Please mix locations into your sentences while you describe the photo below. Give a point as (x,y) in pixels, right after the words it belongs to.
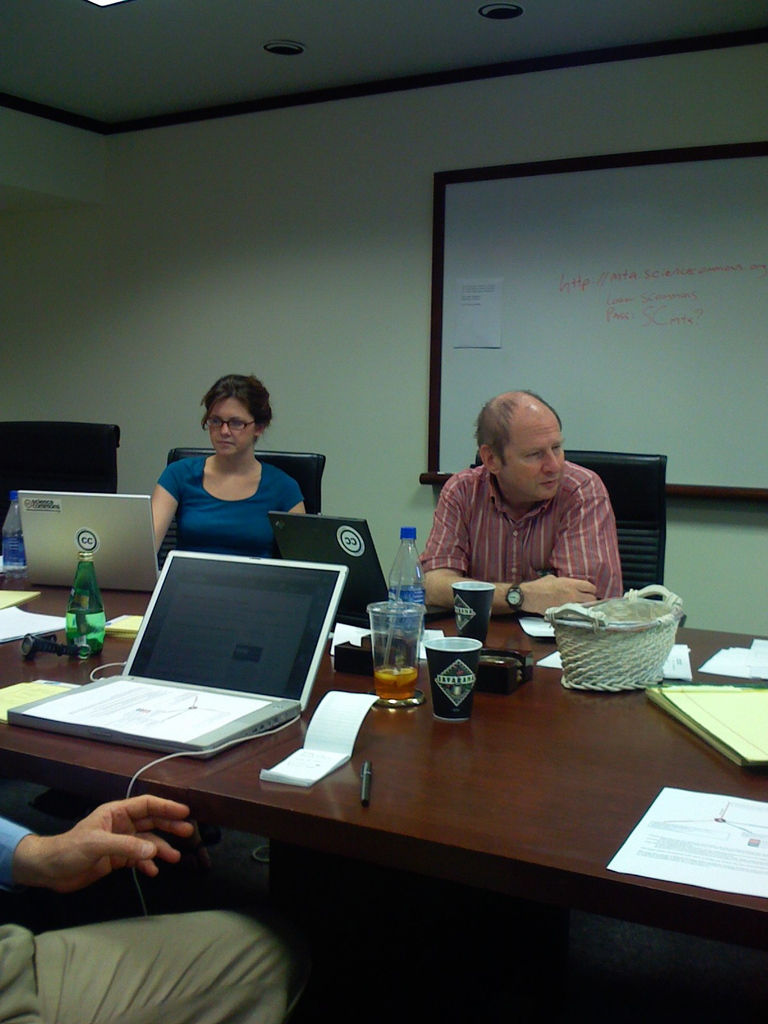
These persons (443,531) are sitting on the chairs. We can see laptops (89,519), bottles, cup (474,646), glass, book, papers (86,710), pen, basket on the table (580,823). On the background (180,250) we can see wall (693,541), whiteboard (639,369). On the top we can see lights (490,14).
